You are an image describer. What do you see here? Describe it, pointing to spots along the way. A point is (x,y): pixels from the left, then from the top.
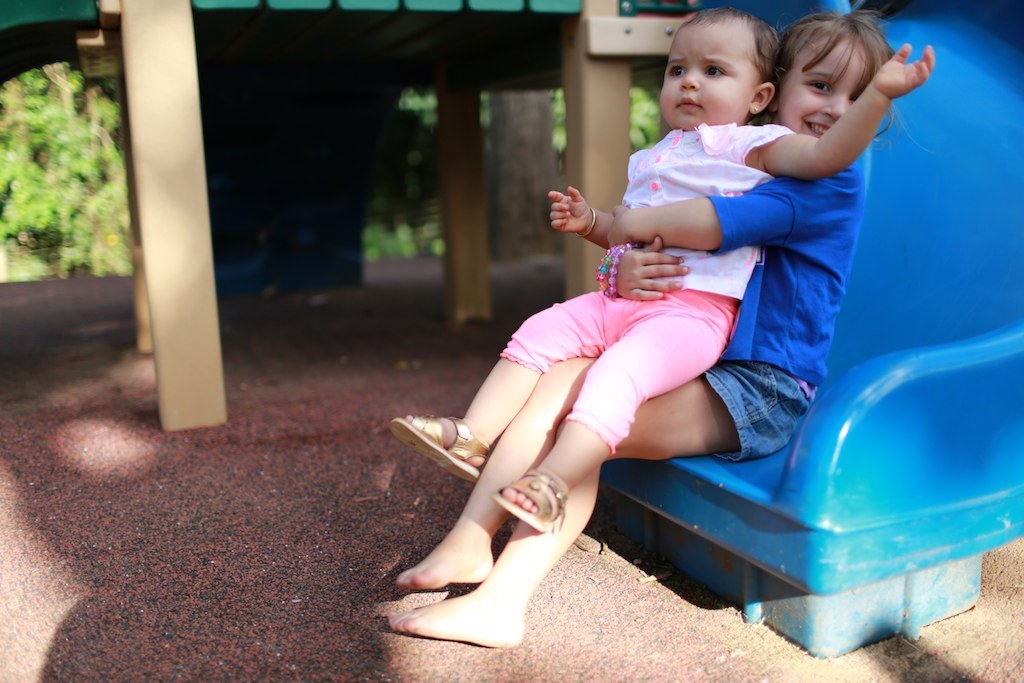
On the right side of the image (820,252) a girl (824,200) is holding a kid (675,194) and sitting on a slide (909,277). In the background of the image (429,149) we can see play structure (313,113) and trees (25,152). At the bottom of the image (246,633) there is a ground (280,608).
